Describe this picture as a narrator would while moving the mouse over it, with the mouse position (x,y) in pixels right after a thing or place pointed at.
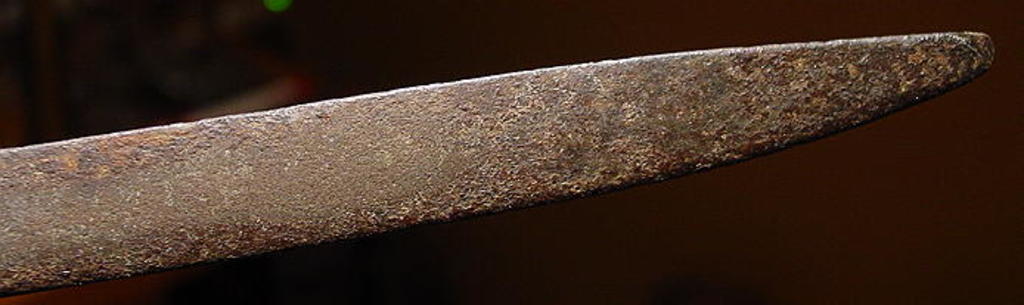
This is the tip (829,90) of a rusted sword (360,148) and the background (16,89) is blurred.
